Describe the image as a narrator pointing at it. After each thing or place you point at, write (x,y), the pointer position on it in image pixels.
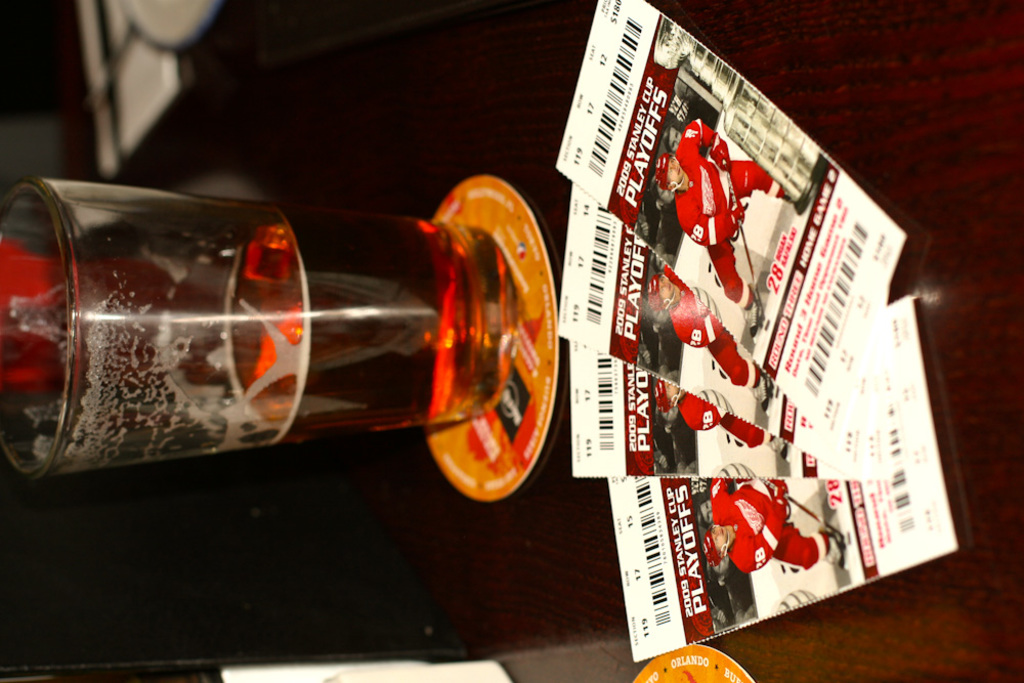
In the center of the image (516,317) there is a table (509,510) and we can see a glass (180,447) and papers (668,405) placed on the table (858,625).
